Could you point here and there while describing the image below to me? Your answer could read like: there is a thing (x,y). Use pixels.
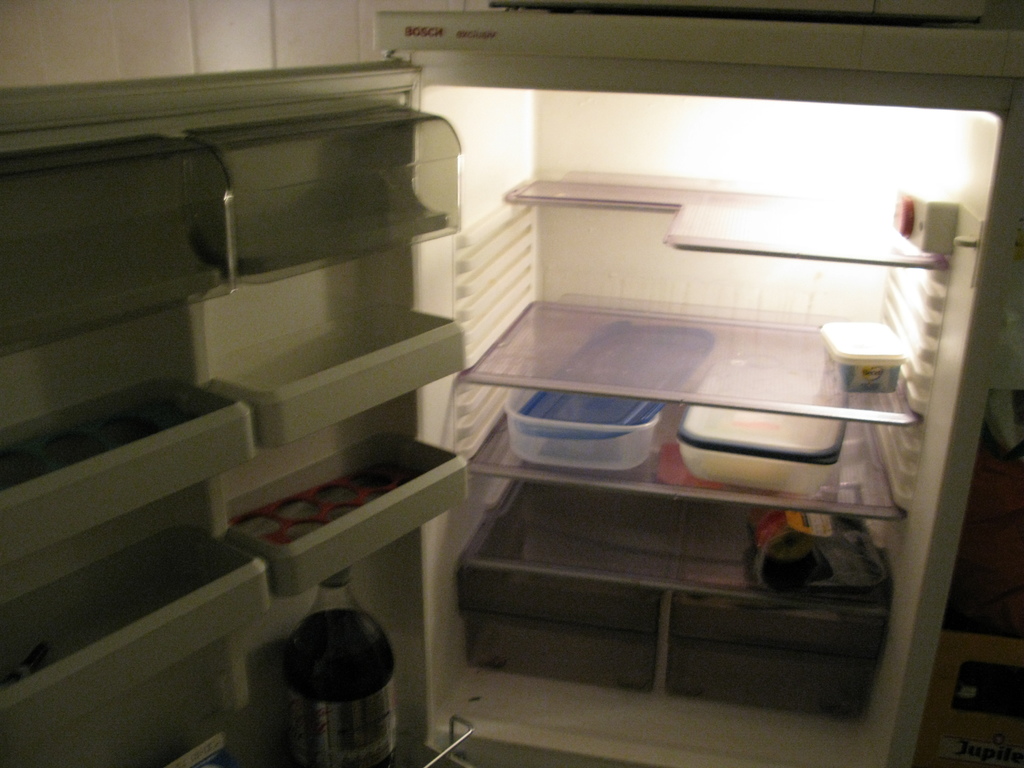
In the center of the image (438,315) there is a refrigerator (515,555) in which there are boxes (534,417). There is a bottle (364,626). There is light (688,168).
